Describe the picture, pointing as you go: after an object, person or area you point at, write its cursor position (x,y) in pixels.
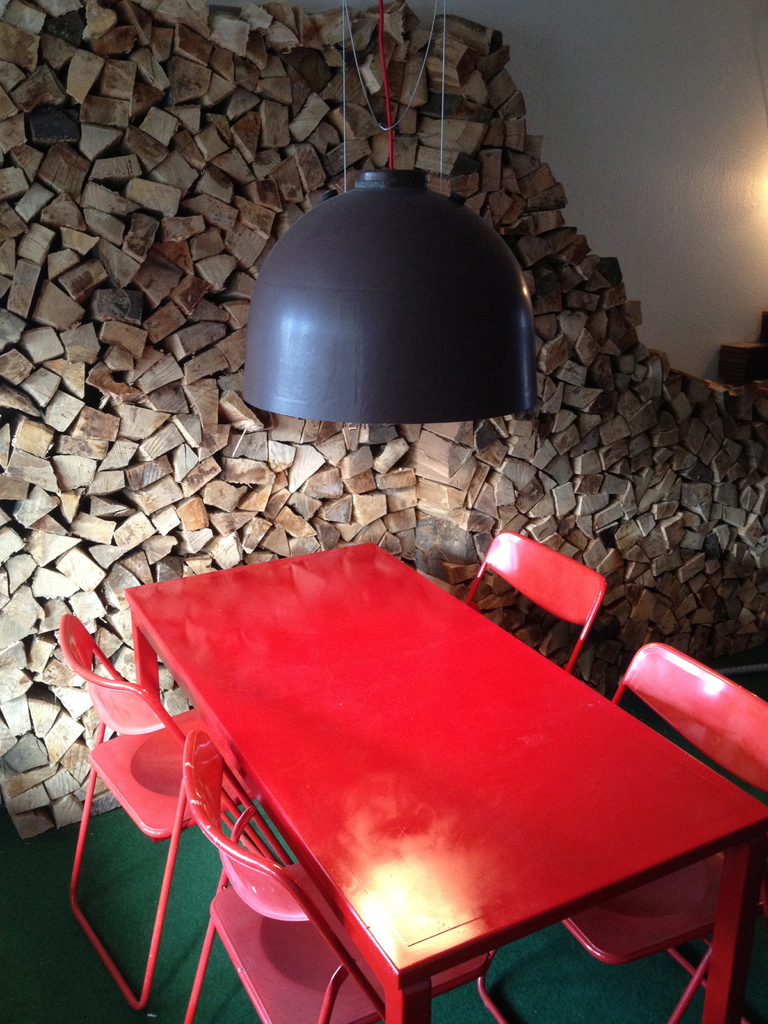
In this image I can see few chairs (582,931) and a table (210,681) and they are in red color. In front I can see a light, background (76,118) I can see few wooden objects (425,93) and the wall (643,121) is in white color.
